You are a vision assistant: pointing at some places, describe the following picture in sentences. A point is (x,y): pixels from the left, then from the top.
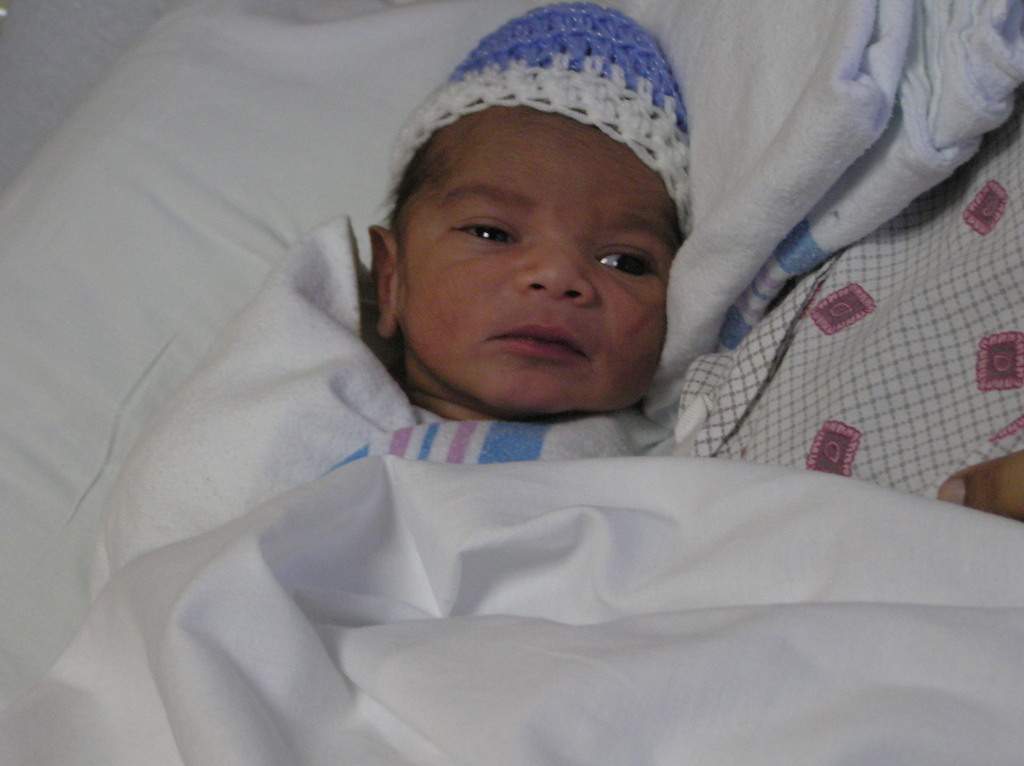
In this picture there is a small baby (432,341) in the center of the image (429,439) and there are blankets (483,444) in the image.
